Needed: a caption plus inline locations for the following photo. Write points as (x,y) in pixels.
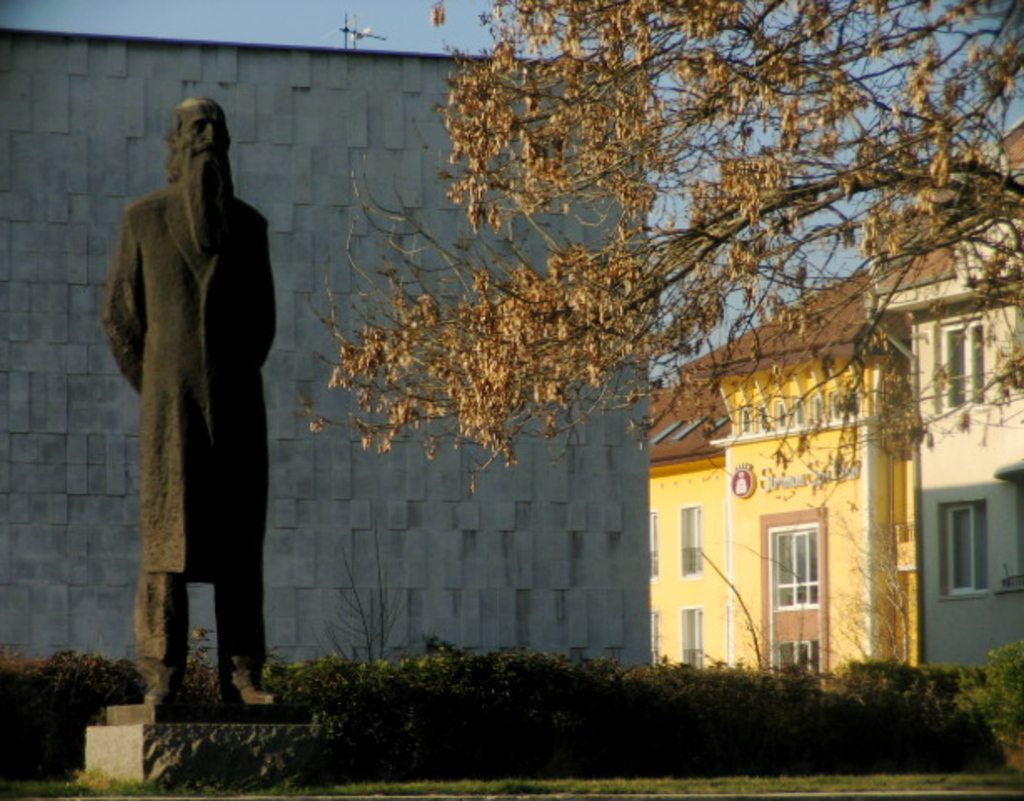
On the left side of the image (178,557) there is a statue (201,333) of a person (251,687) on the pedestal (218,729). On the ground (391,793) there is grass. Behind the statue (199,207) there are plants (461,711). In the background (278,653) there are buildings (583,399) with walls (739,554), windows (790,564), doors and roofs (746,370). On the right side of the image (792,190) there are branches (668,154) with leaves (575,78).
